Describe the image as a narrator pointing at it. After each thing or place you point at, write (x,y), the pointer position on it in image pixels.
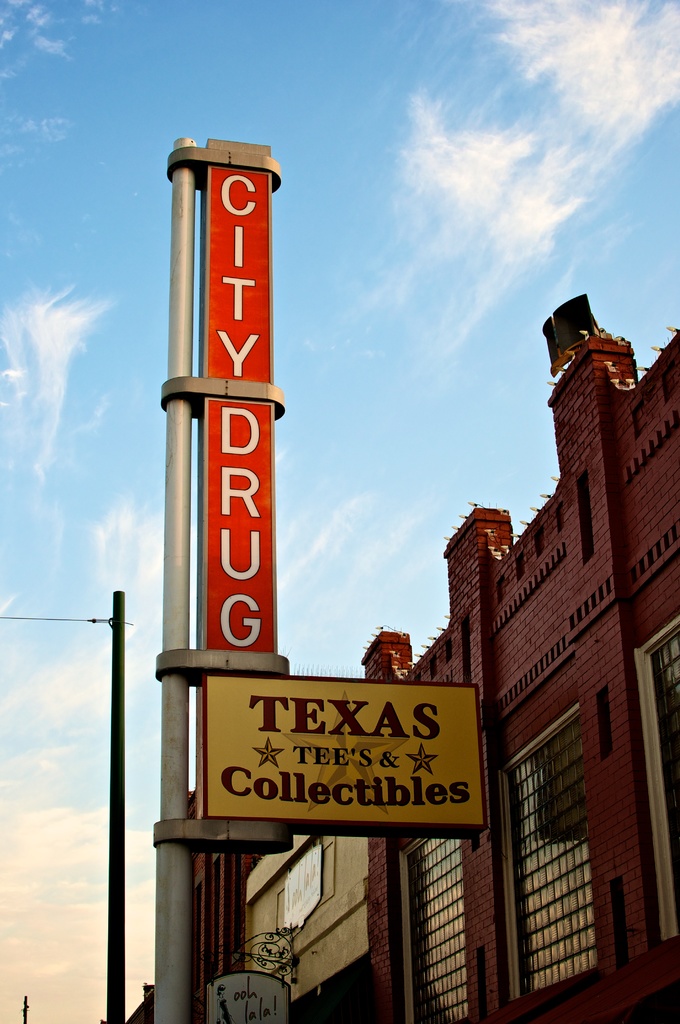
In the foreground of this image (237,834), there is a pole (170,679) to which written as "City drug". In the background (440,919), there is a building (438,947), pole (119,774), cloud (77,867) and the sky (91,94).
